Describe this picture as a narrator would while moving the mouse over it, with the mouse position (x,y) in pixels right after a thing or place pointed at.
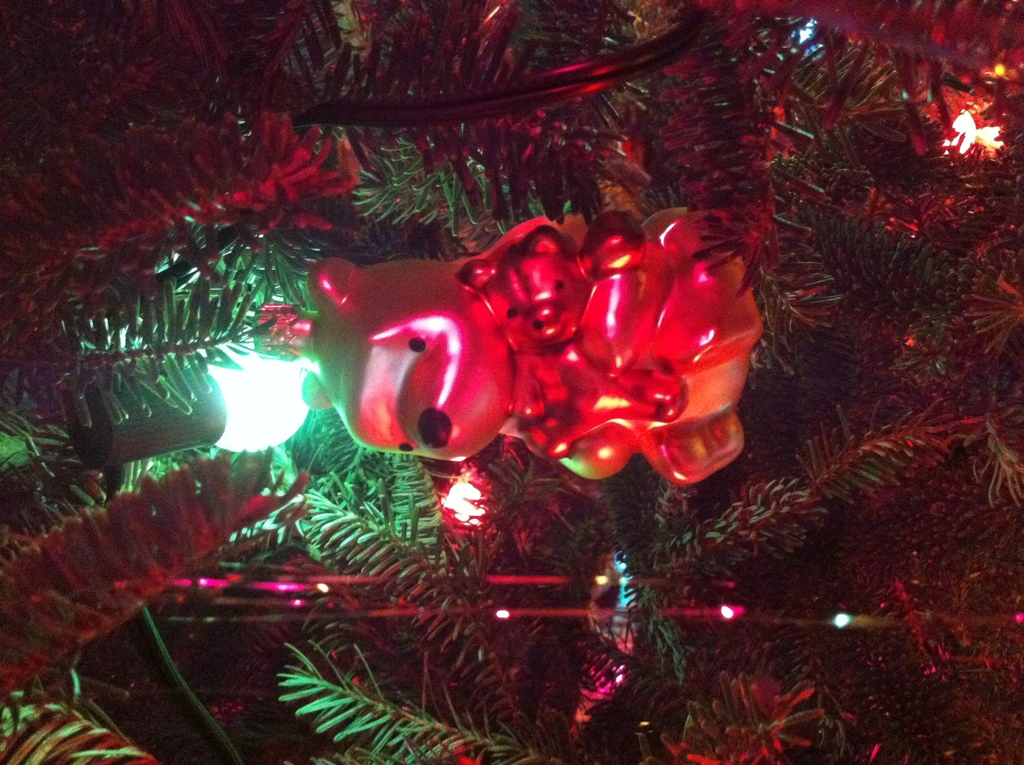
In this image we can see a toy (474,352) is hanged to Christmas tree (241,191).
